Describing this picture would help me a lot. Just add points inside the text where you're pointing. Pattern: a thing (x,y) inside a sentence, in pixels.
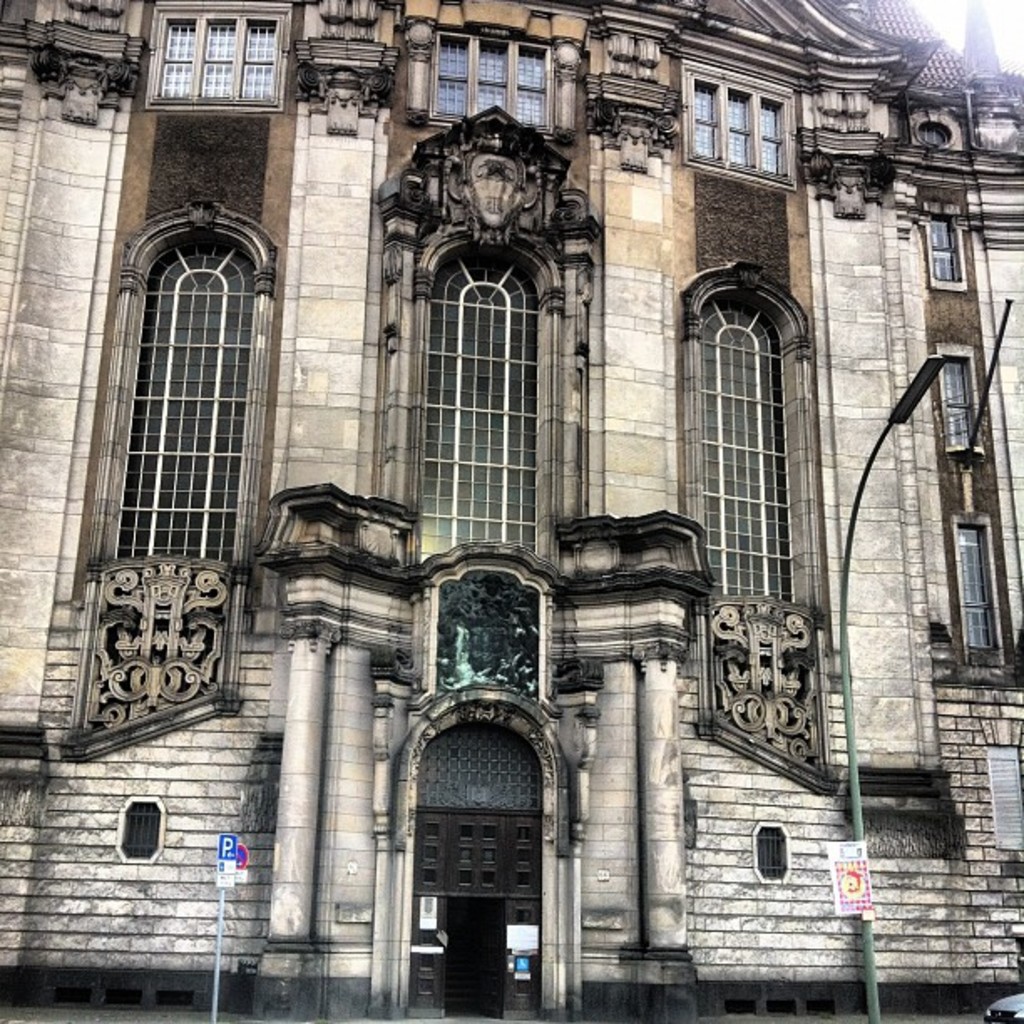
In this picture we can see a building (818,702). There are few windows (171,27) and some arches (409,884) on this building (612,784). We can see few signboards (228,877) on the pole (225,893). A street light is visible and a car (998,1009) is seen on bottom right (1014,1003).
